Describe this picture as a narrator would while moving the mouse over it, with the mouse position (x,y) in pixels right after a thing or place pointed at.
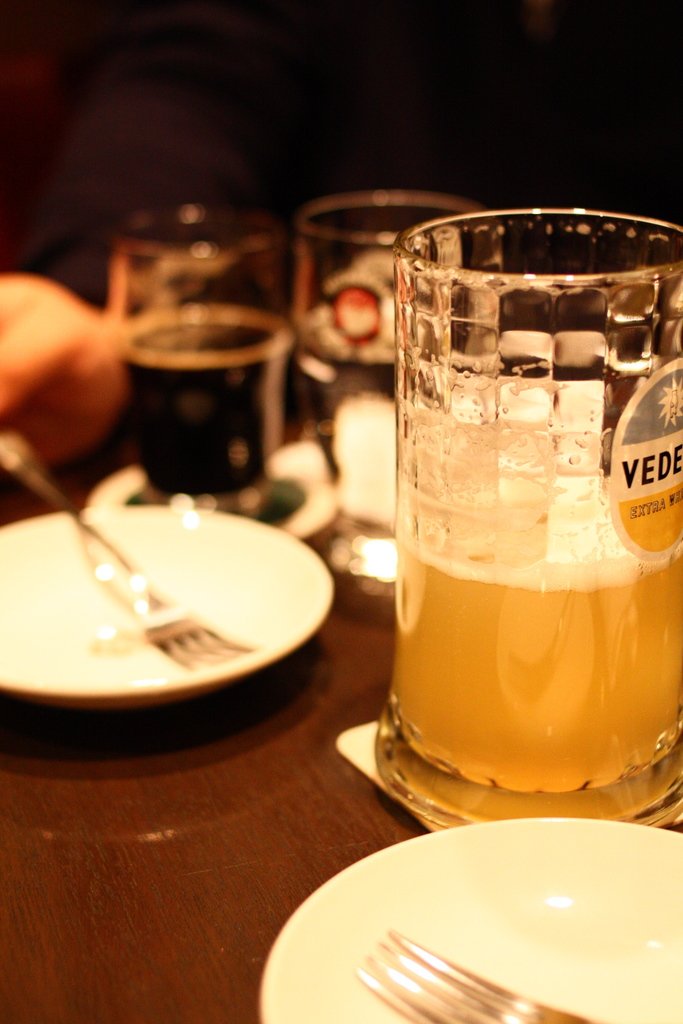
There is a table (229,748). On the table (285,716), there are plates (206,608), forks (379,996), glasses (492,594) and many other items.
